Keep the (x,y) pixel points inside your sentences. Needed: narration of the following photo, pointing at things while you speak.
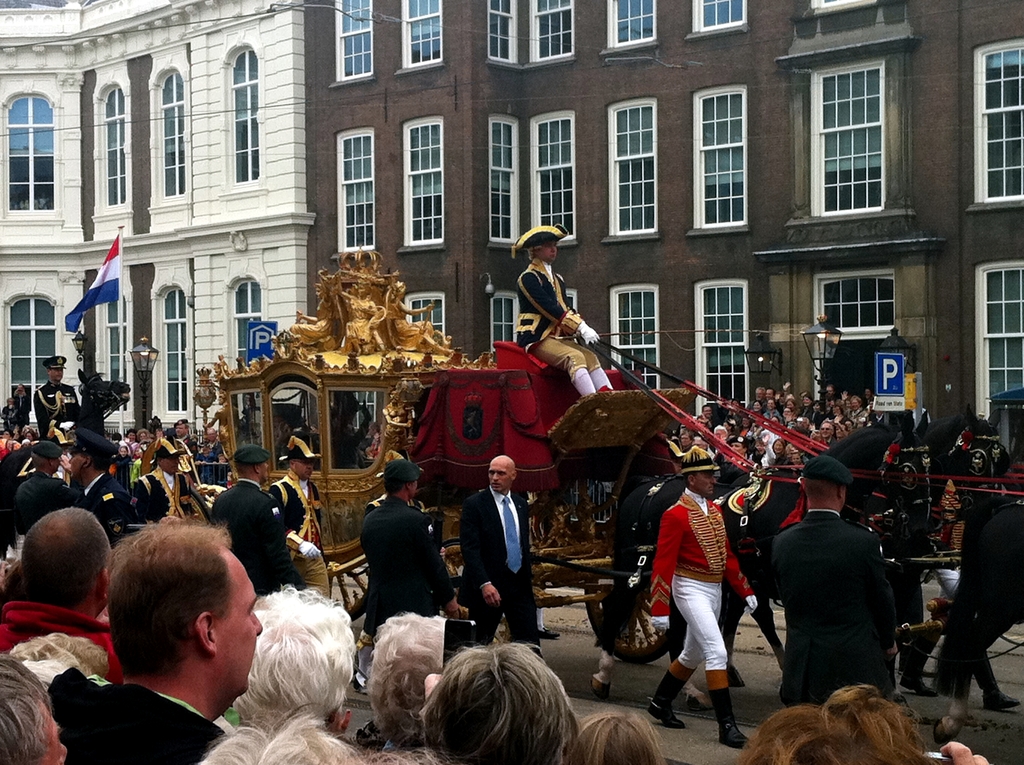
In this picture we can see a royal carriage (442,408) on the road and people (202,606) watching it. In the background (783,372), we can see the buildings (498,251).
